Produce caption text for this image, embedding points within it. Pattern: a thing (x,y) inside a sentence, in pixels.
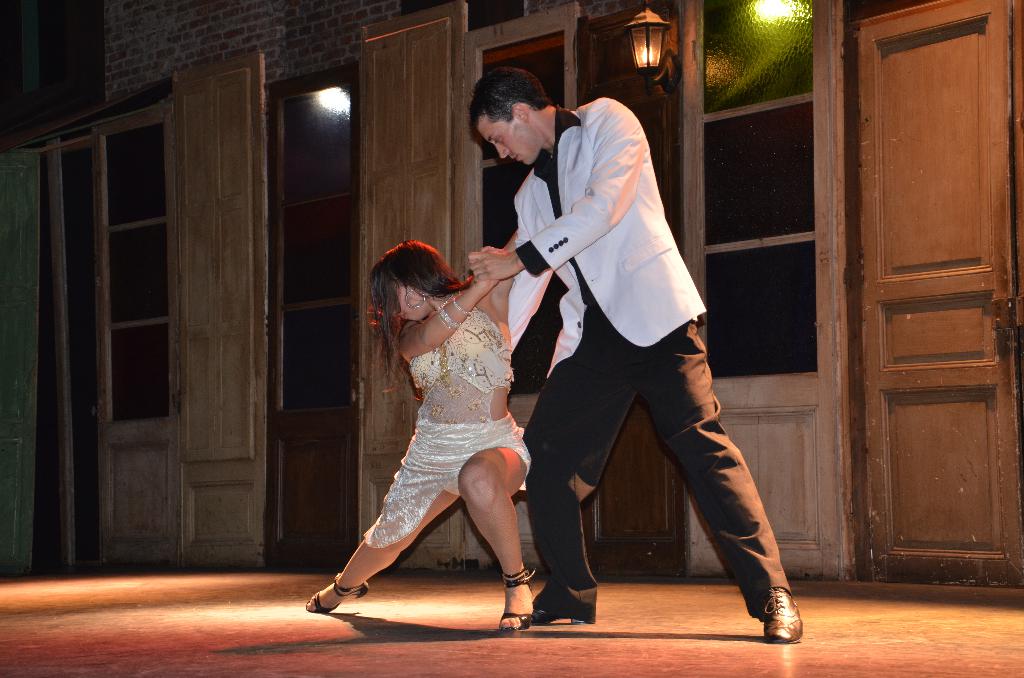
In this image we can see man (633,300) and woman (504,429) dancing. In the back (789,308) there are windows (716,190), doors (110,278). Also there is a light (633,58).
